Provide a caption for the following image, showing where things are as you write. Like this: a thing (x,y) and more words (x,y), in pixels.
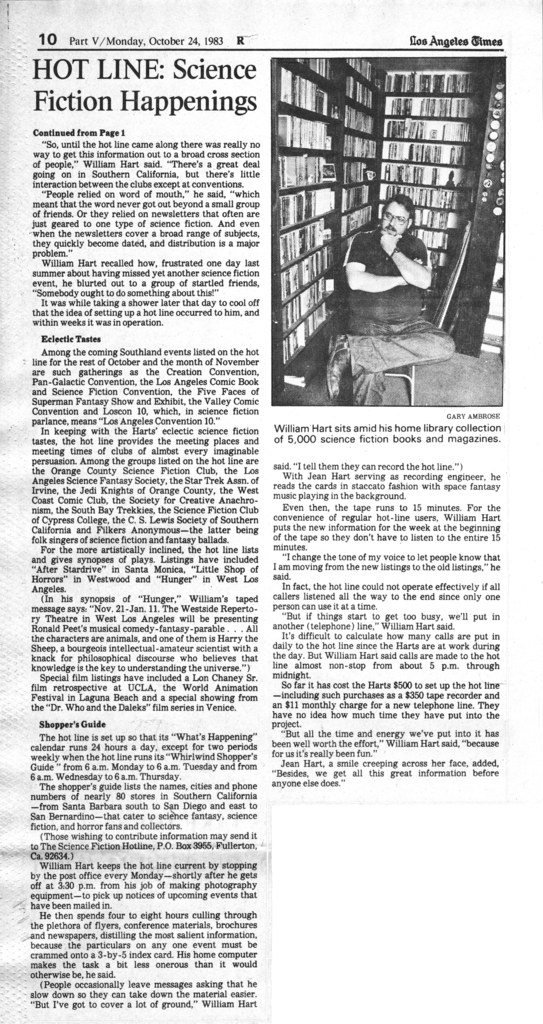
In this image we can see an article (301,721) and an image (373,350) in a newspaper (330,388).
